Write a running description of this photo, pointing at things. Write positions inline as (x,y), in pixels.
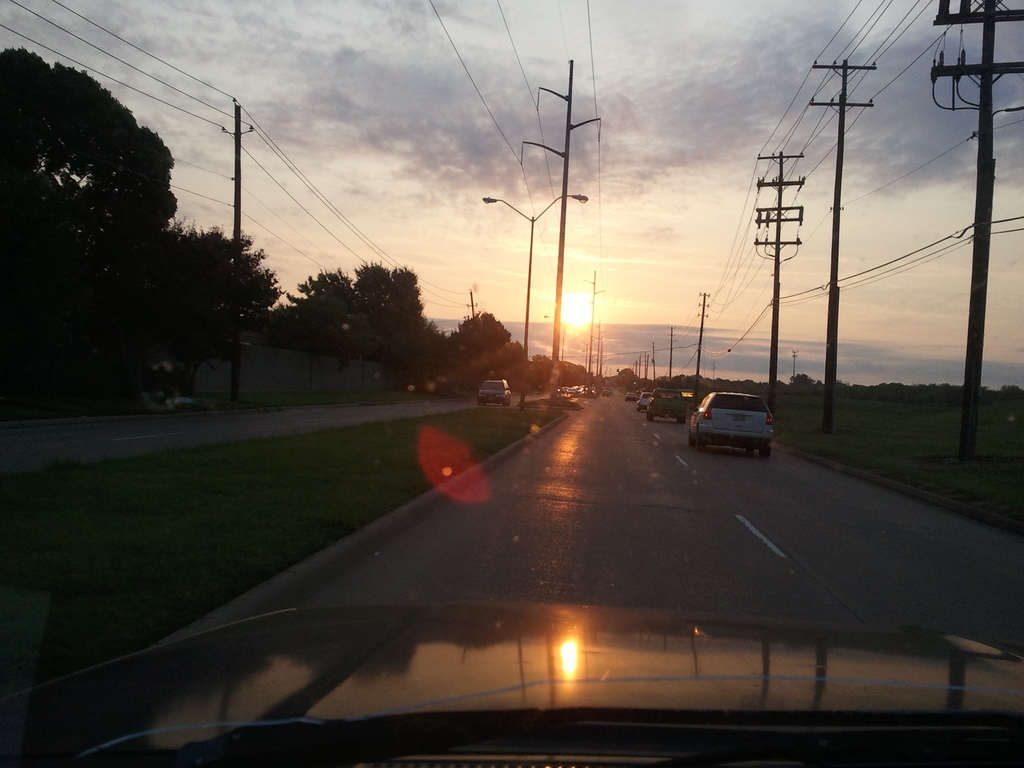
In this image we can see the vehicles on the road (606,540) and there are trees (134,389), grass (923,438), wall (329,383), street lights (530,248) and current poles (840,149). In the background (806,217), we can see the sky (534,155).
